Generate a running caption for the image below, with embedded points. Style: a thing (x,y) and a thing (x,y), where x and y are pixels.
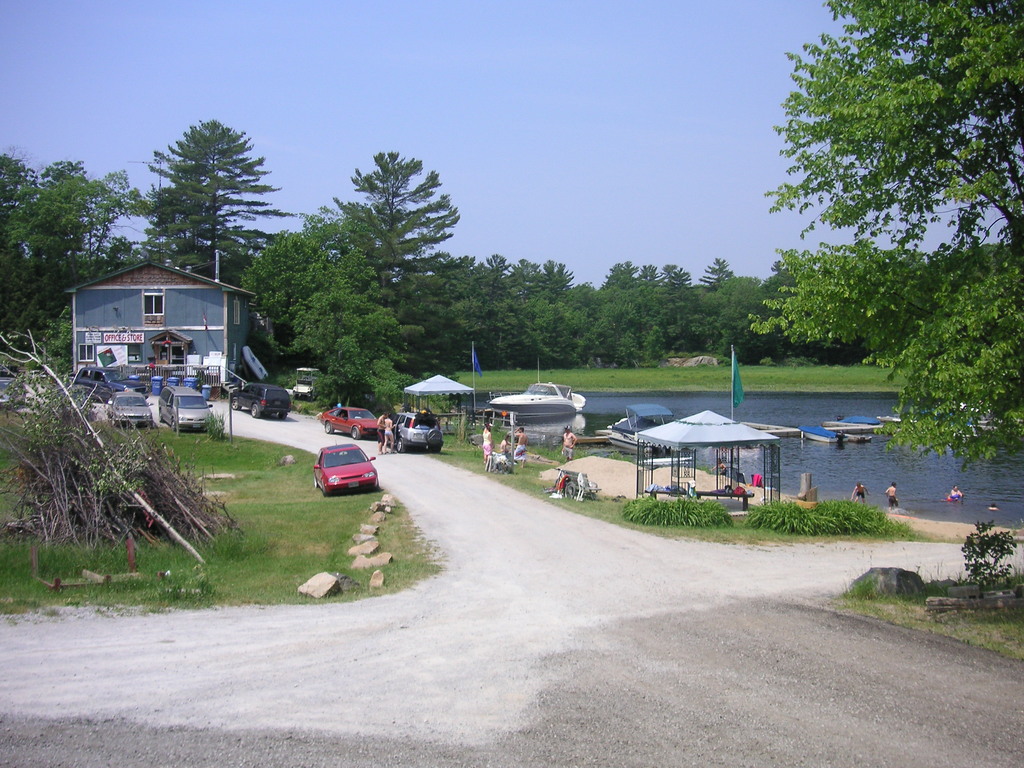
In this image there is a building (187,298), few boats (819,434) in the water (804,420), few people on the road (455,607) and in water (870,465), few vehicles (429,413) on the road (466,587), grass (547,464), trees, sticks (198,517), stones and the sky (684,63).
